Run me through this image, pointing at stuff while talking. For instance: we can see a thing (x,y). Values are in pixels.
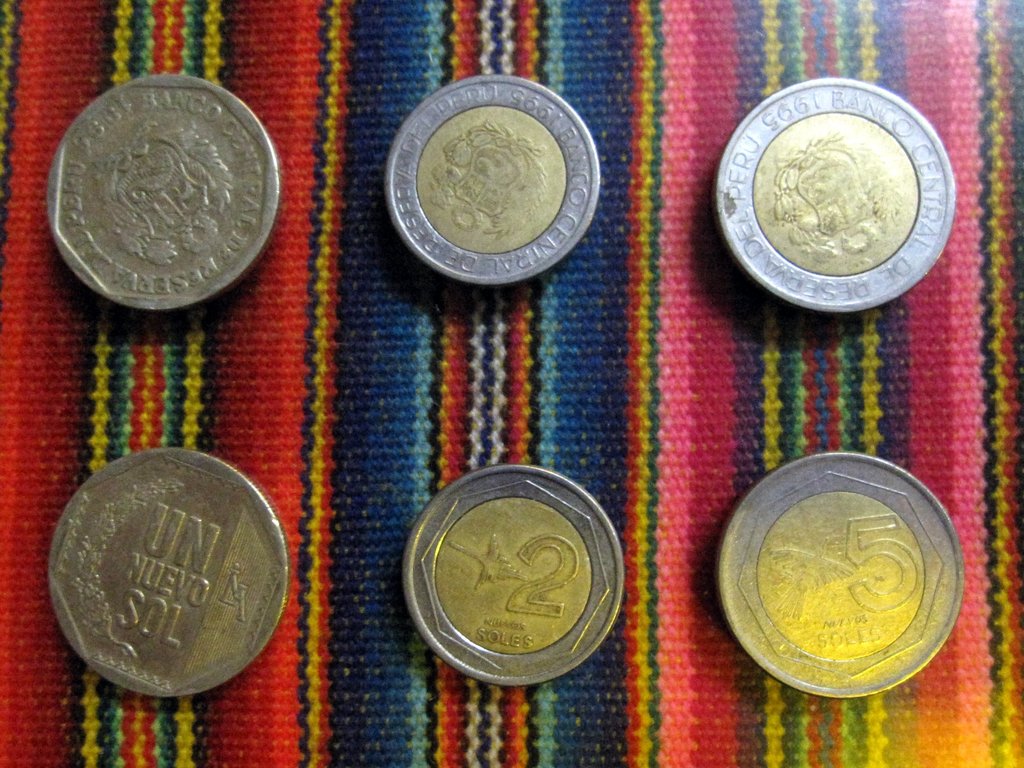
In this picture we can see six coins (813,248) in the front (518,185), it looks like a cloth (859,363) in the background (750,356).
